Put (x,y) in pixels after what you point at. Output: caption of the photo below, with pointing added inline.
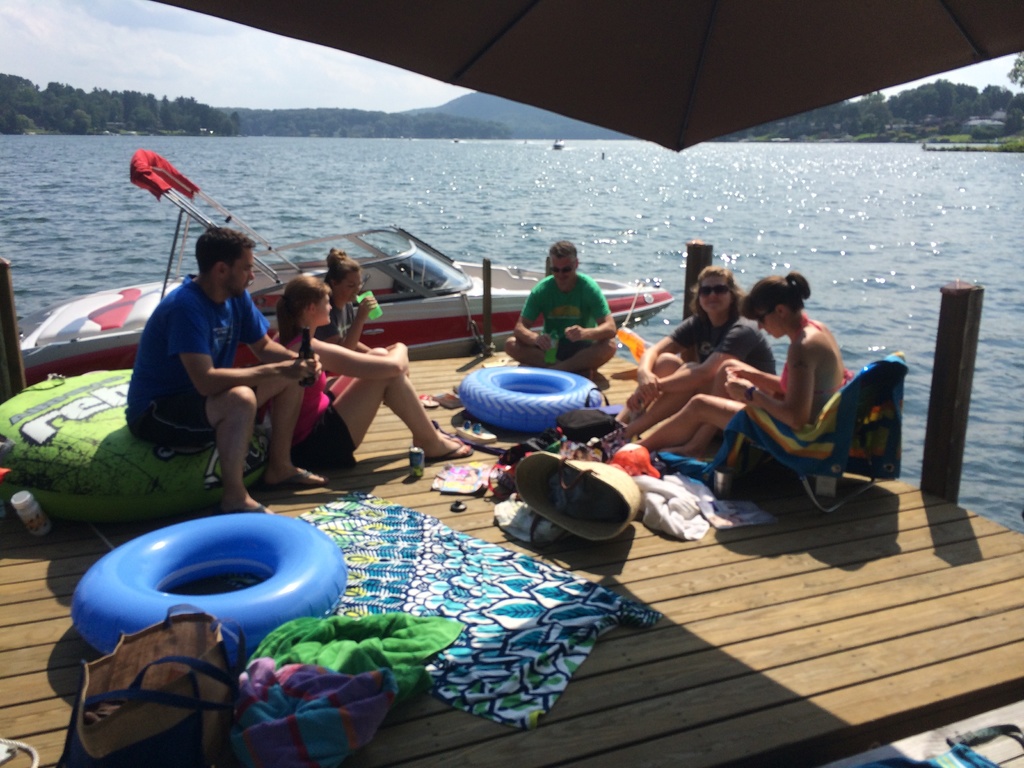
In this image I see the wooden platform (806,629) over here on which there are few people (577,346) who are sitting and I see the blue color tubes (484,406) over here and I see the clothes (503,567) which are colorful and I see the bags (543,508). In the background (379,246) I see a boat (60,338) over here and I see the water (673,203) and I see number of trees (793,137) and the sky (289,63).
